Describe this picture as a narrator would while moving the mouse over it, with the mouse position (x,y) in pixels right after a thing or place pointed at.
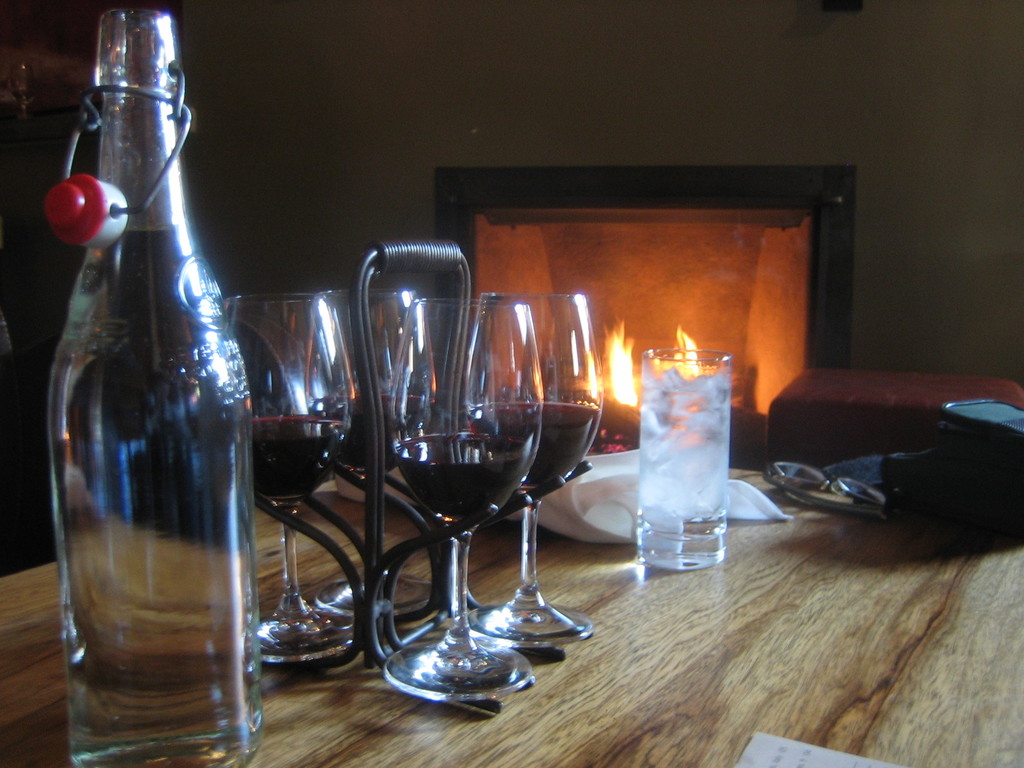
In the image there is a table (807,662). On table (734,674) we can see few glasses (343,412) and a bottle (158,363), glass (657,361), bag (957,427). In background (867,404) there is a table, fire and a wall (669,90).
